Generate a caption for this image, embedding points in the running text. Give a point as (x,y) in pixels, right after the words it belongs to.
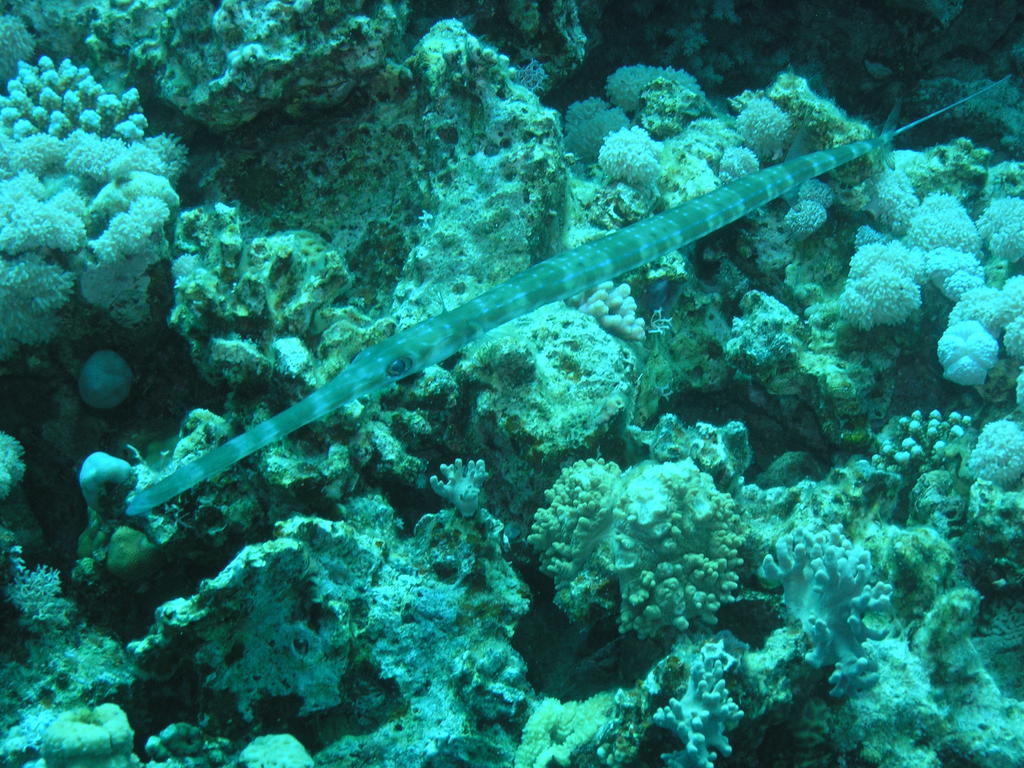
In this picture we can see a sea animal (641,259).
